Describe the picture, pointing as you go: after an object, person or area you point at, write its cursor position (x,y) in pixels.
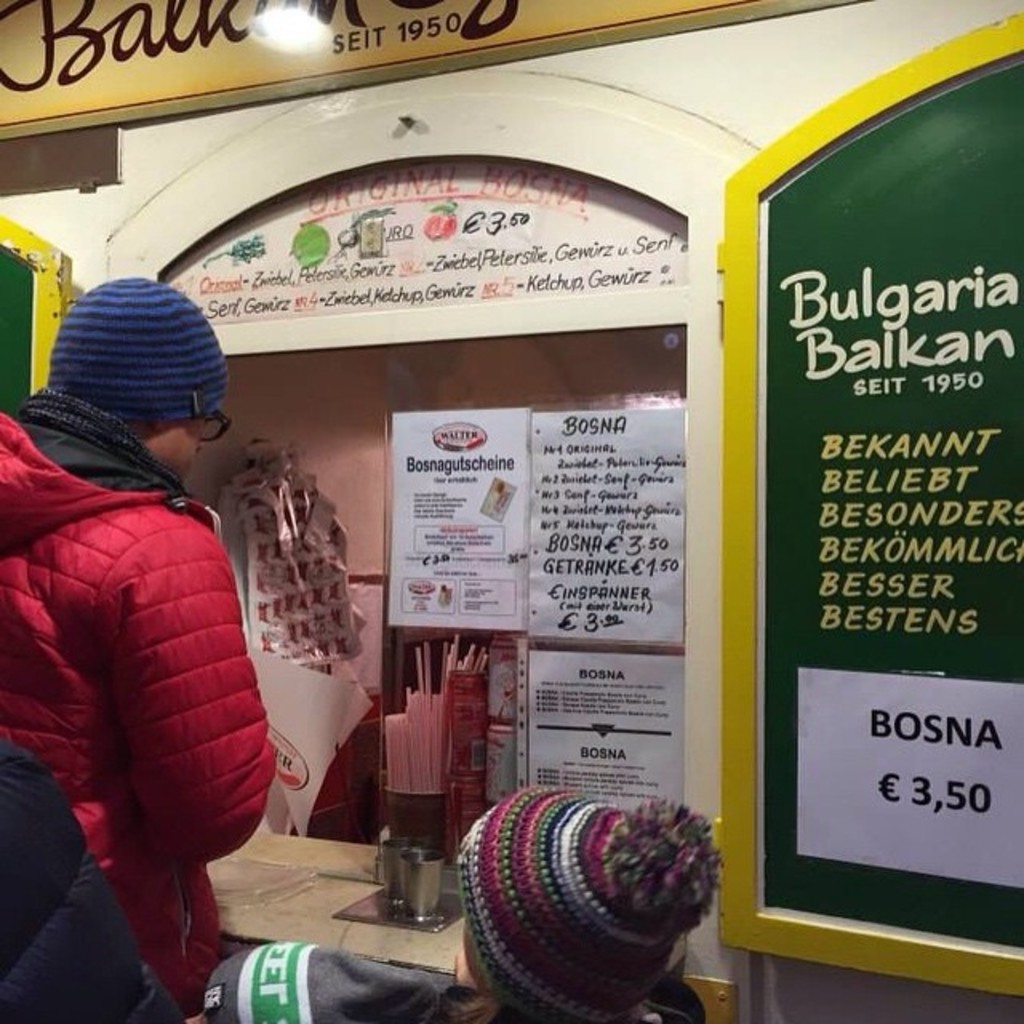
In this image I can see a person (138,565) wearing red jacket (138,565) and blue cap (132,376). In front I can see few pamphlet (672,561) attached to the wall (602,142) and something is written on it. The wall (679,88) is white color. I can see a green and yellow color doors (817,175).
